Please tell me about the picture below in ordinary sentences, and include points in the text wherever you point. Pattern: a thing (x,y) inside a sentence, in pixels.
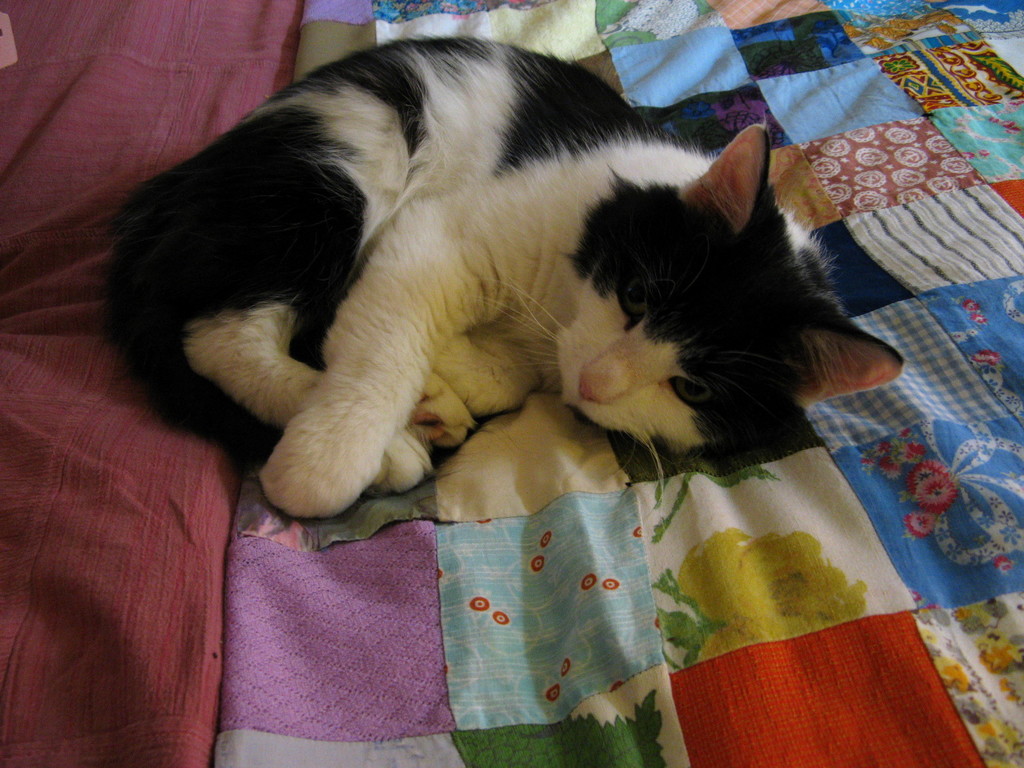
In this picture we can see a cat (472,238) is lying on the bed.
